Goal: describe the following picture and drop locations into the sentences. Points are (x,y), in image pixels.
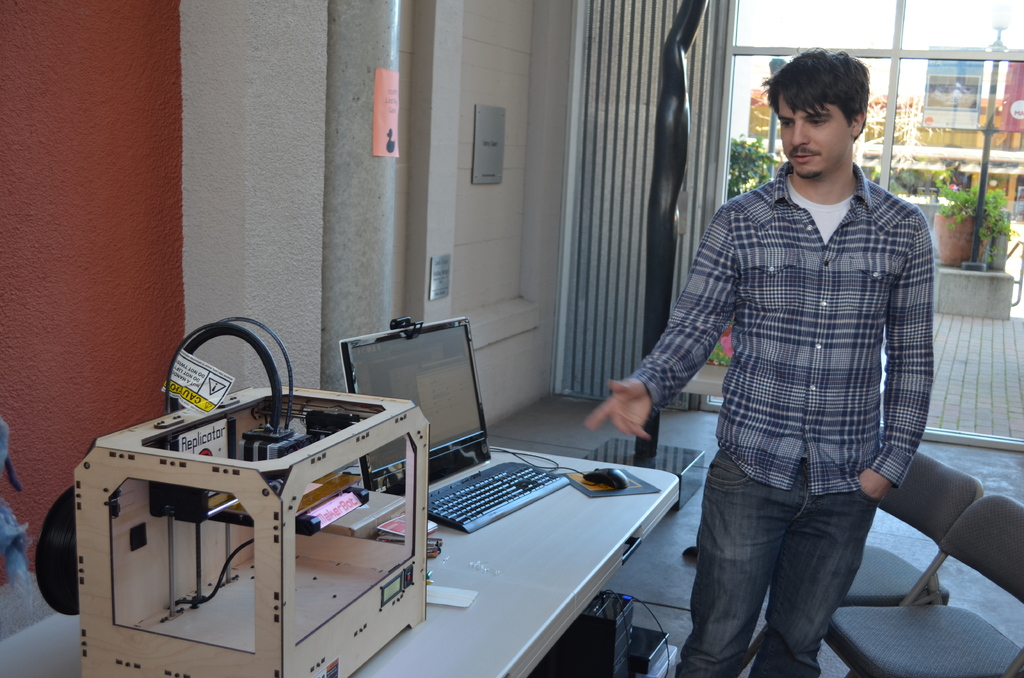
In this picture there is a man (780,320) who is standing. There is a chair (929,600), monitor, keyboard (486,493), mouse (609,484) and a device (281,550) on the table (492,631). There is a building (980,143) and flower pot (969,236) at the background (959,205).
